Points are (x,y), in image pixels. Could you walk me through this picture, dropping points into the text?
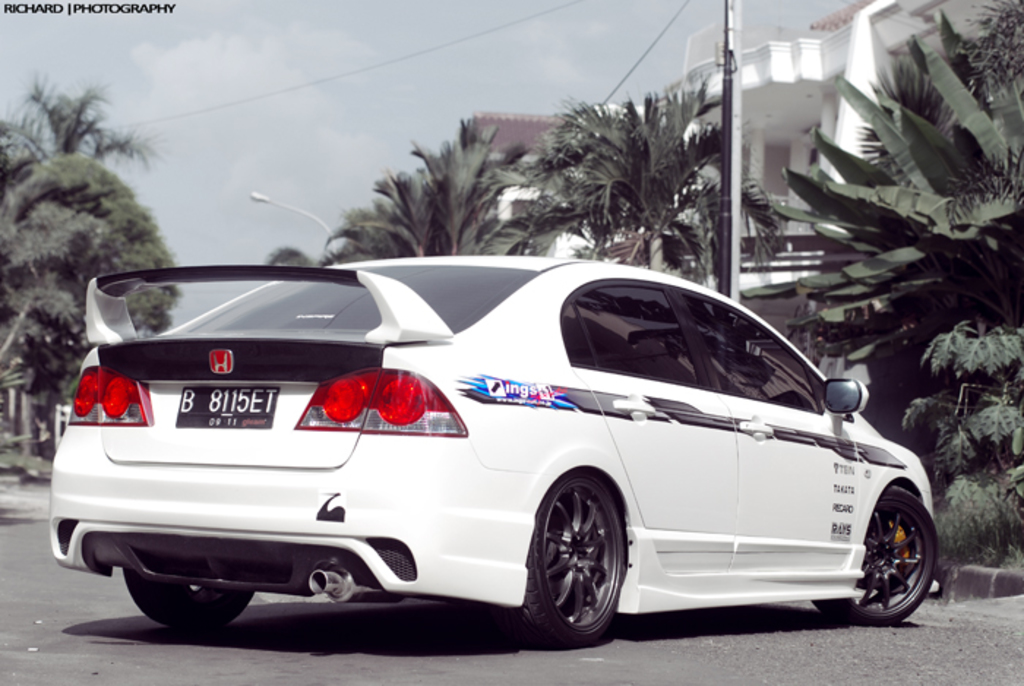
In this image in the foreground (553,457) there is a car (581,371), and in the background (130,212) there are some trees (603,151), buildings (795,87), plants (934,283), poles (739,59), wires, streetlight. And at the top (391,69) there is sky (346,154), at the bottom (646,632) there is road (789,651).
